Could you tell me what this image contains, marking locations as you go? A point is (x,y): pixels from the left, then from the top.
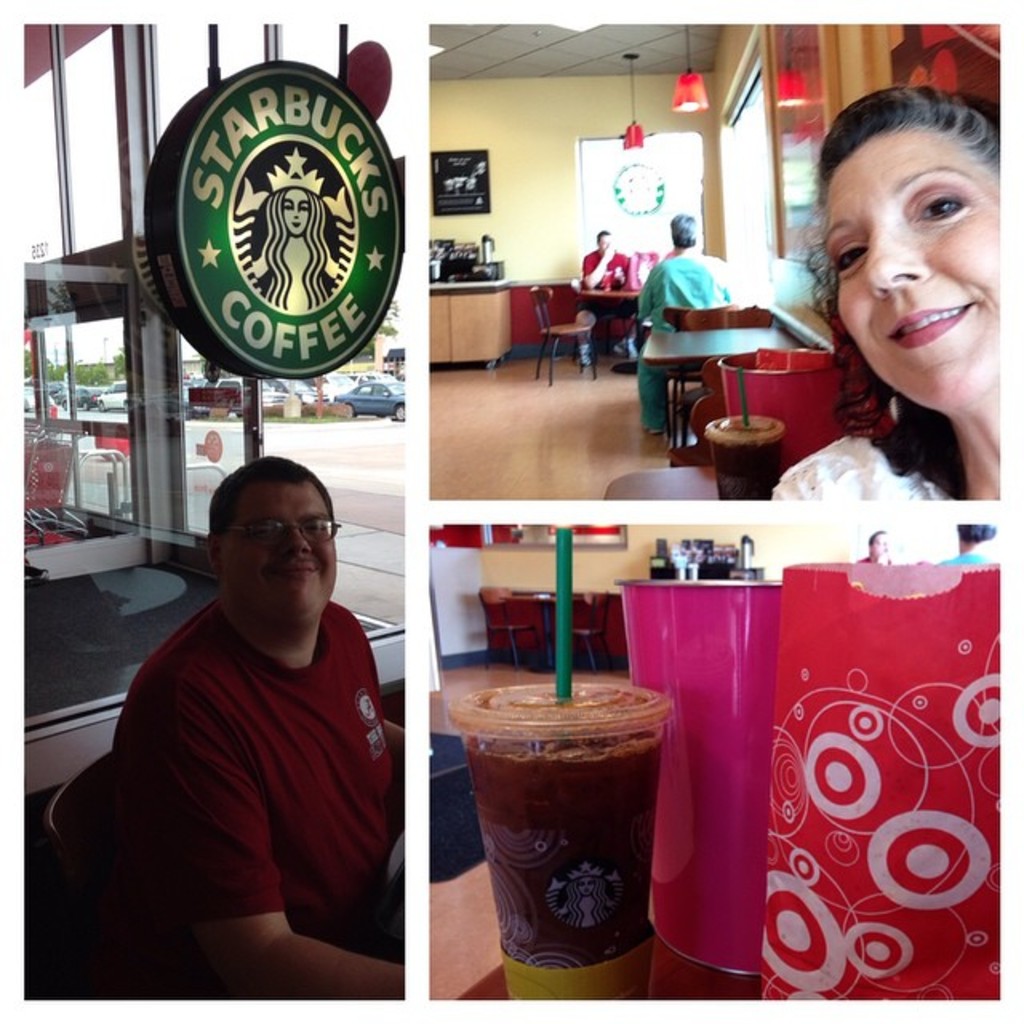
In this picture there is collages of three images. On the left side of the image (258,642) there is a person (215,734) sitting and smiling and on the top of the person (226,634) there is a board (279,234) with some text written on it and there are windows (194,388) and there is a door (239,434) and behind the windows (160,416) there are cars (118,397) and there are trees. On the right side of the image (962,261) on the top right (705,298) there are persons (625,275) sitting and there is a woman (916,352) in the front (924,367) smiling. In the center (674,345) there is table (704,349) and there is a bin (781,401) which is red in colour and there is a wooden table (477,300) and on the table (471,300) there are black colour objects (485,262) and there are lights (678,91) hanging, and on the wall (498,188) there is a frame (478,188), on the top right of the image (758,69) on the right side (769,162) there is window (751,177). On the bottom right of the image (688,698) in the front (615,786) there is a glass (588,802) and there are objects (791,679) which are white and pink in colour. In the background (692,547) there is a wooden table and on the right side of the table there are objects (704,559) which are black in colour and there are persons (976,548) visible.
